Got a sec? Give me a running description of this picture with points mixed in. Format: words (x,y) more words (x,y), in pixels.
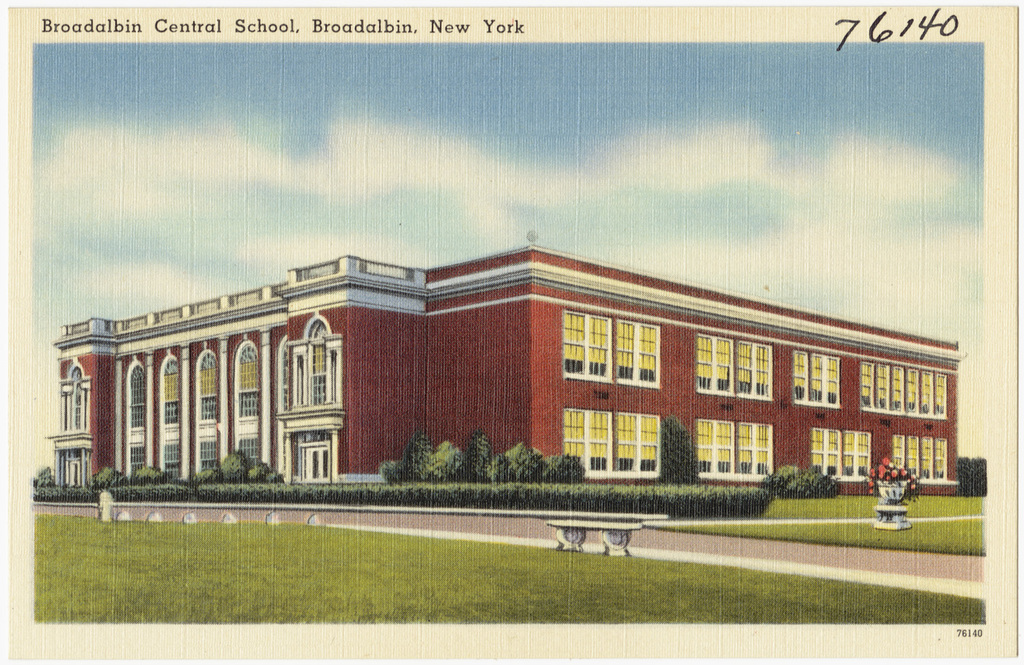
In this image there is a drawing (948,288) in that there is a garden (267,606), in that garden (693,591) there are benches (618,522), pots (881,500), paths (499,528), in the background (60,327) there is a building (128,448) and a sky (811,104), at the top (65,25) there is some text (895,33), on the bottom right (963,631) there is a number (977,631).
